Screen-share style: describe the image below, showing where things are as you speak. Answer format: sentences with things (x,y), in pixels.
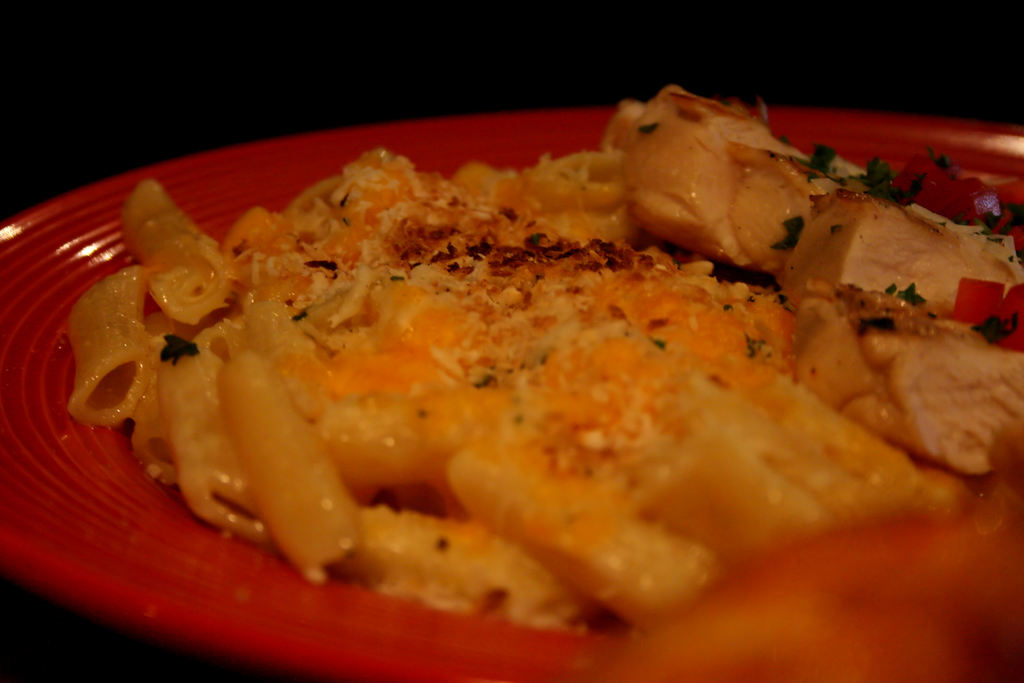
There is some food item (411,341) served in a red color plate (397,140) and the background of the plate (460,145) is black.
